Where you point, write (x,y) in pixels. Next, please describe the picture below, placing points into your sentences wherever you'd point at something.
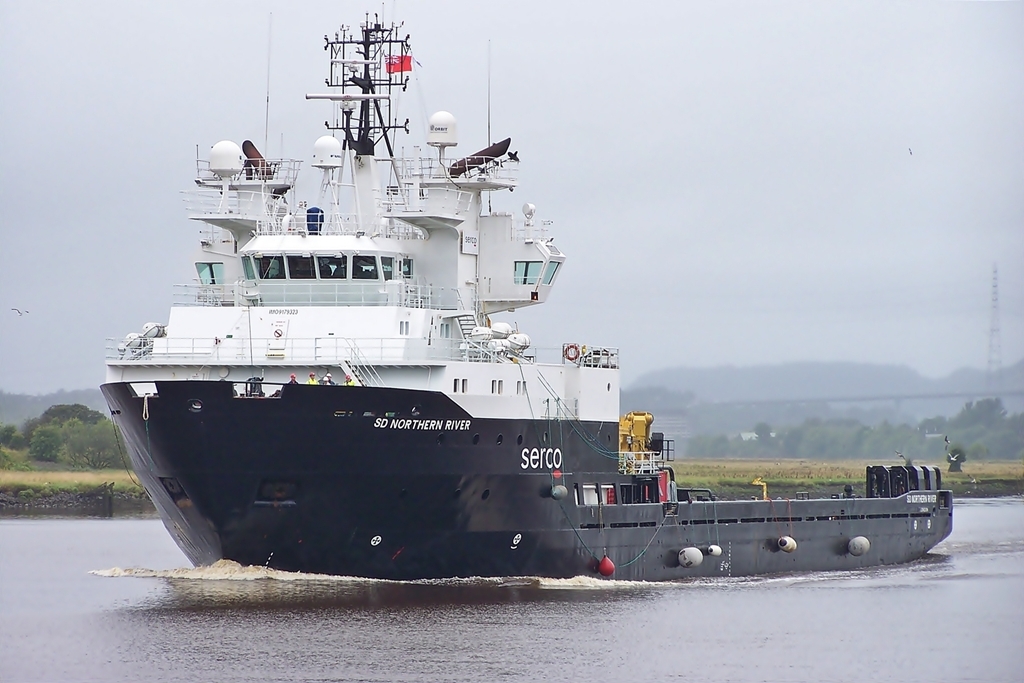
In the center of the image (540,430) there is a ship (283,559). At the bottom (339,580) we can see water (312,630). In the background (83,434) there are trees (93,426), hill (671,419) and sky (722,160).
